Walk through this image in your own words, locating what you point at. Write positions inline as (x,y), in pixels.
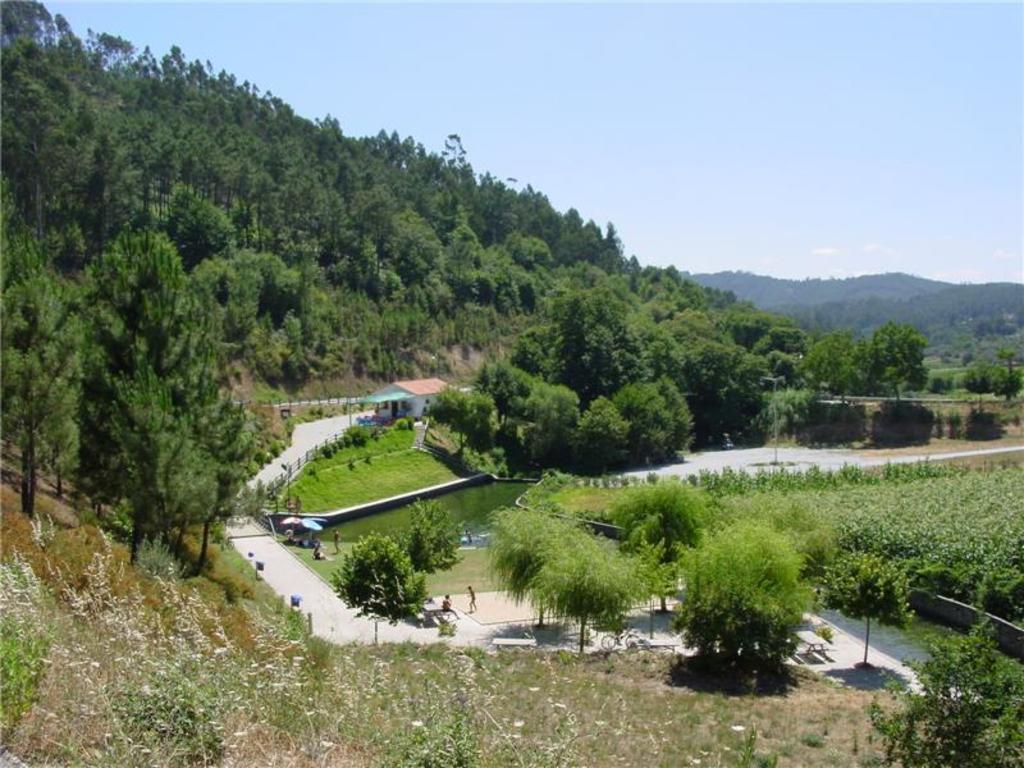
In the center of the image (642,282) there are trees (90,338). There is grass (322,491). In the background of the image (971,298) there are mountains (795,280).
